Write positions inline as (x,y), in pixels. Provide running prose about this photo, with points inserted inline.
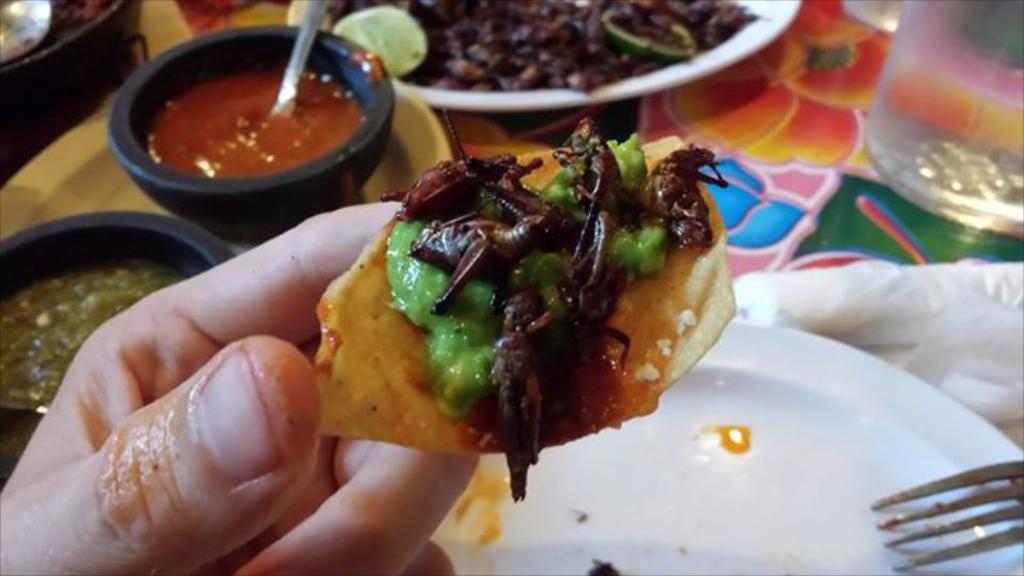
In this picture I can see food items (316,155) in the bowls (308,178) and in the plates (611,481). I can see the hand (277,364) of a person (247,368) on the left side (197,363). I can see fork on the right side (950,496).
